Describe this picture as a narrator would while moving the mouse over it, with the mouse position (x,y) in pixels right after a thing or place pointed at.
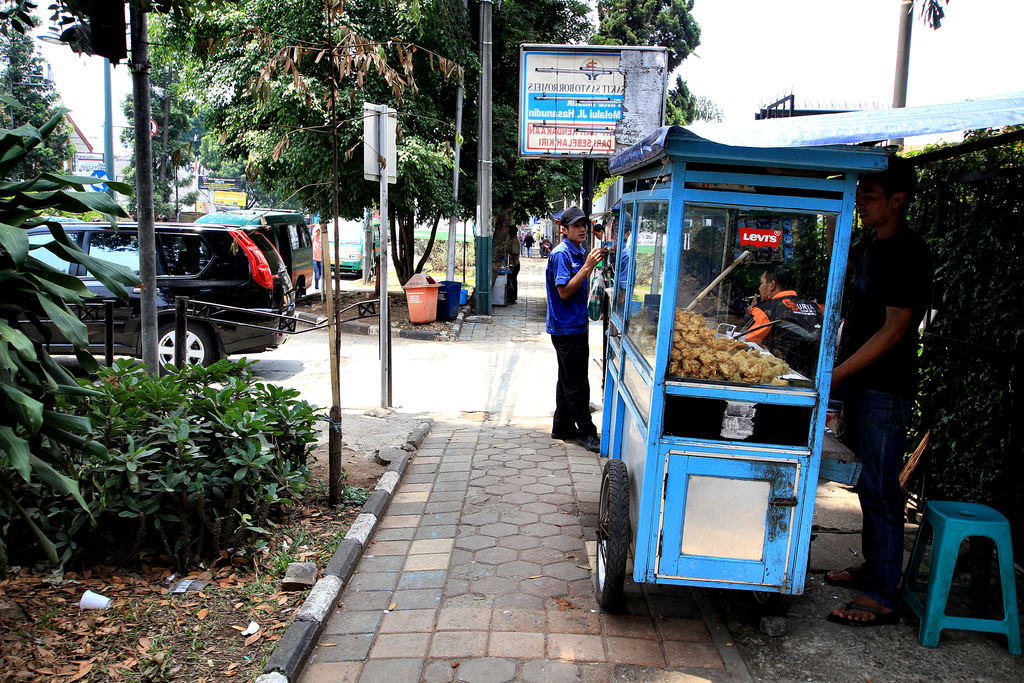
In the picture I can see a street food vehicle (825,258) on the right side (815,393) and it is on the side of the road (703,591). I can see a man (883,316) on the right side (907,257). I can see the cars (158,229) and trees (385,62) on the left side (322,71). I can see a traffic signal pole (137,204) and cautious board poles (388,255) on the side of the road (396,291). I can see the garbage boxes (453,294).
